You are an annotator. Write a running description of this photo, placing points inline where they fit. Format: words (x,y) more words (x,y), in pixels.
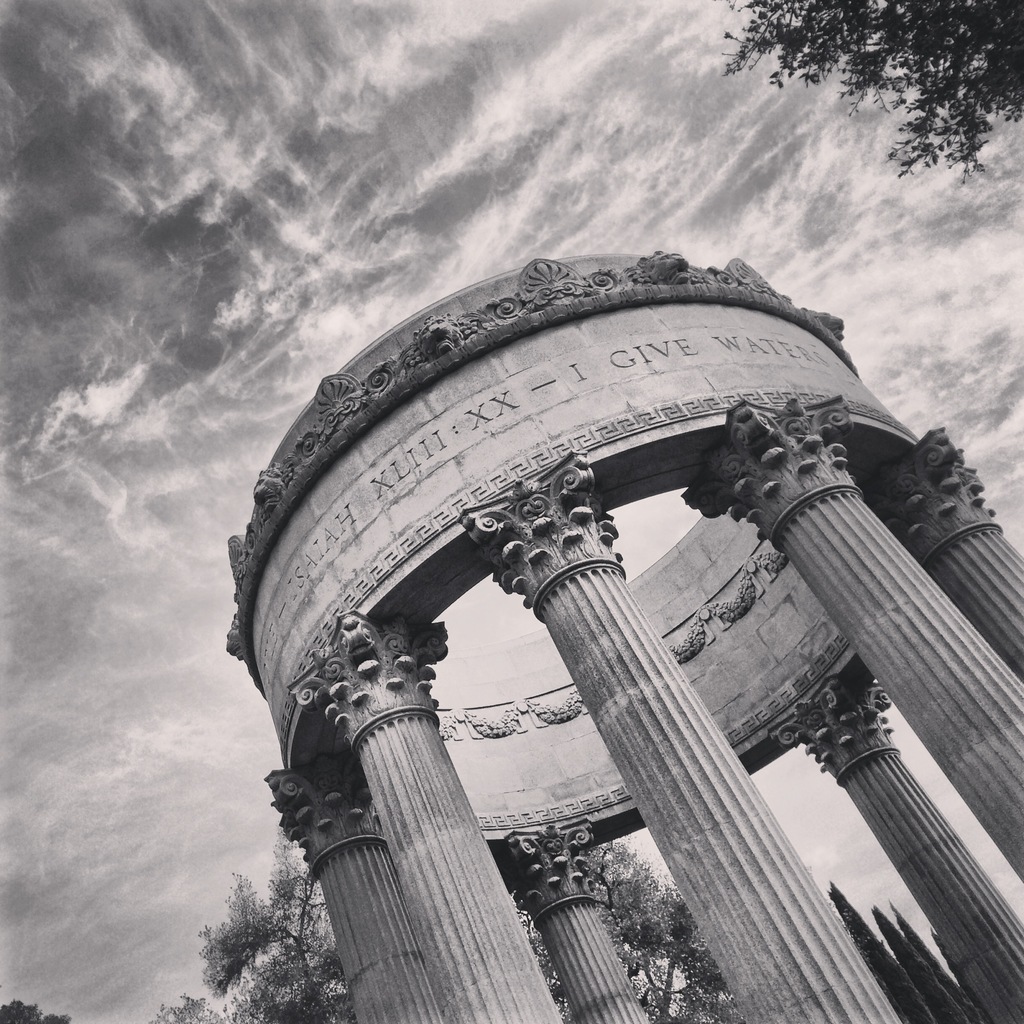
In this picture I can see the monuments (608,822). In the background (202,964) I can see the trees (693,1002). At the top (367,163) I can see the sky (321,264) and clouds (280,239).
